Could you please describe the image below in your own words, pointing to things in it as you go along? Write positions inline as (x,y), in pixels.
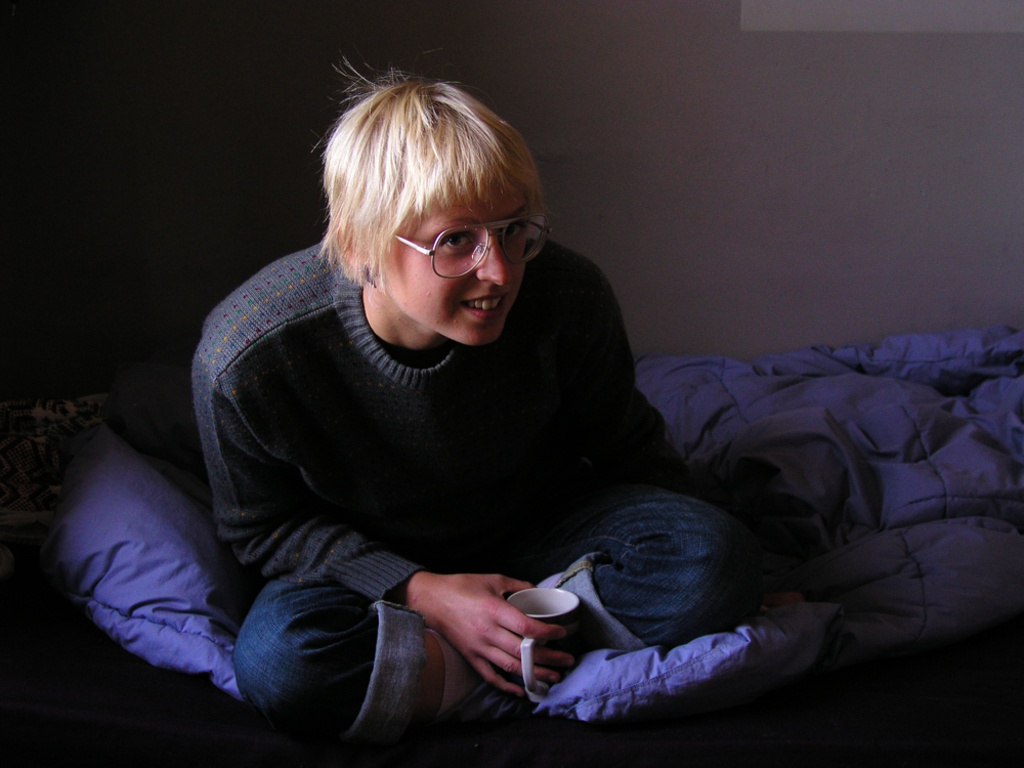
In this Image I see a person (263,701) who is sitting on the couch (593,734) and the person (653,634) is holding a cup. In the background (239,275) I see the wall (8,234).
